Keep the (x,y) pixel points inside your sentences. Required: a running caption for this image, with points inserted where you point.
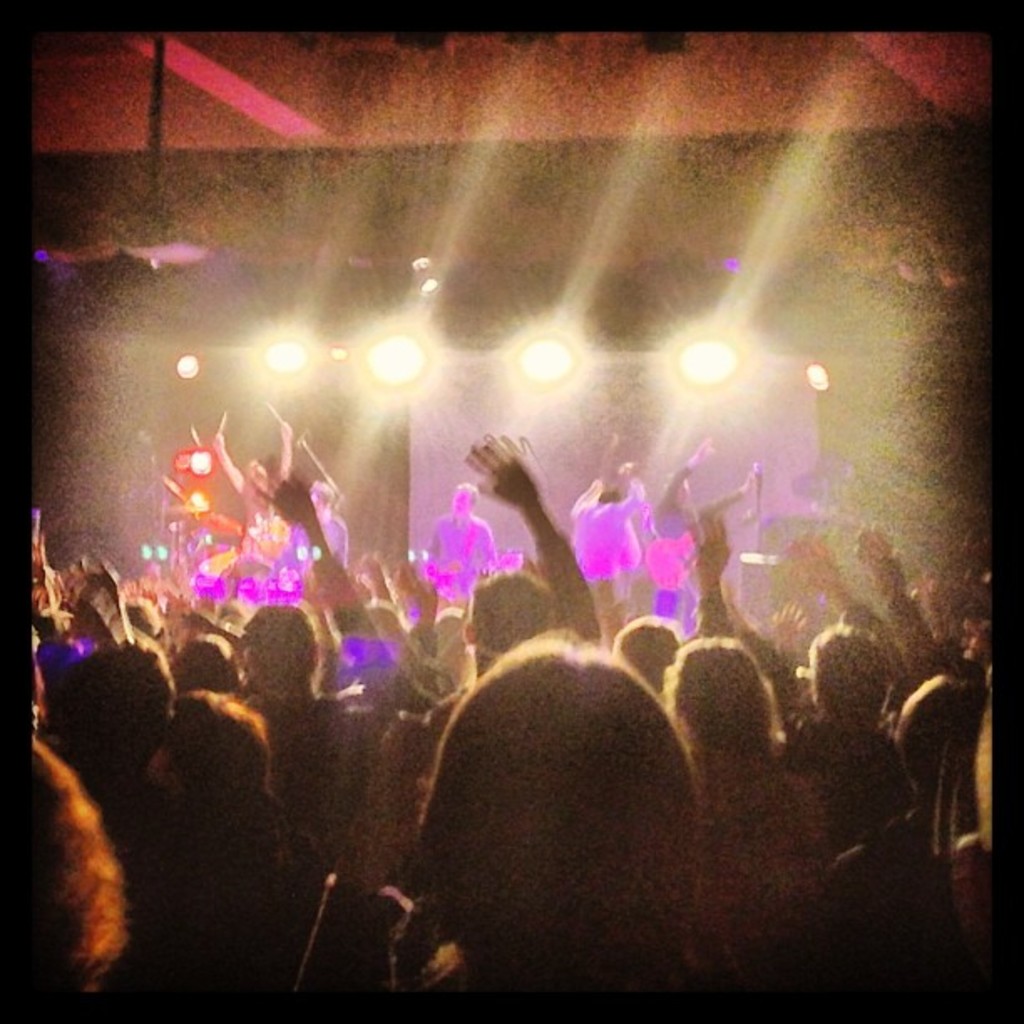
In this image there are few people (578,546) playing musical instruments (692,544) and few (551,785) are standing. Lights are visible in this image and the image has borders (997,59).
